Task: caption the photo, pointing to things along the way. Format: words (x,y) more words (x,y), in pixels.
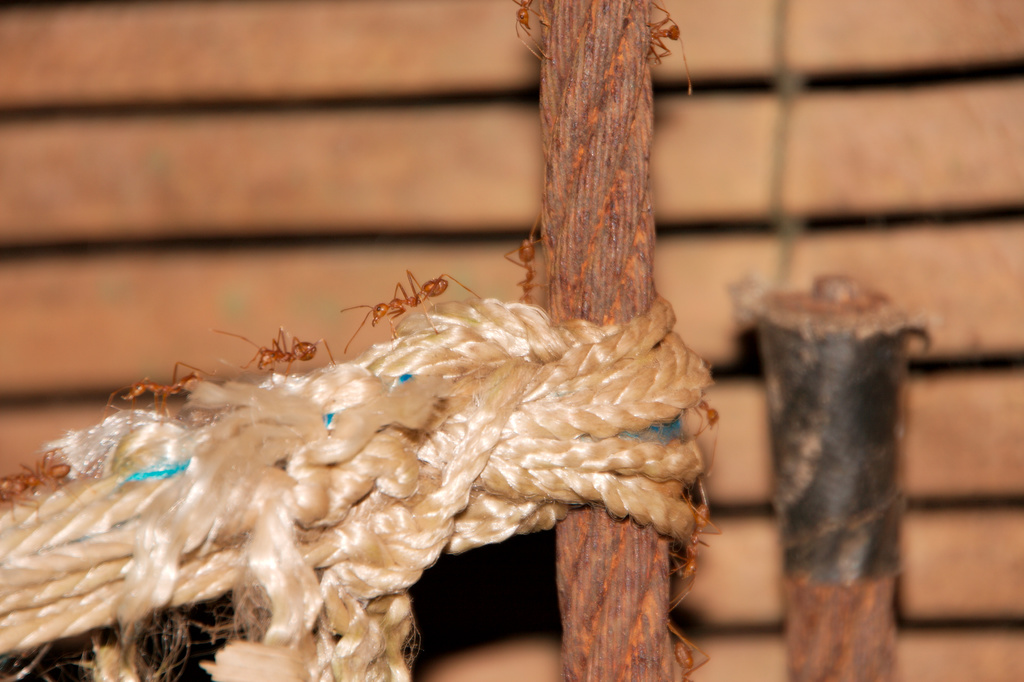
In the picture I can see ropes (481,366) on which there are some ants (282,357) walking and the background (274,167) image is blur.
